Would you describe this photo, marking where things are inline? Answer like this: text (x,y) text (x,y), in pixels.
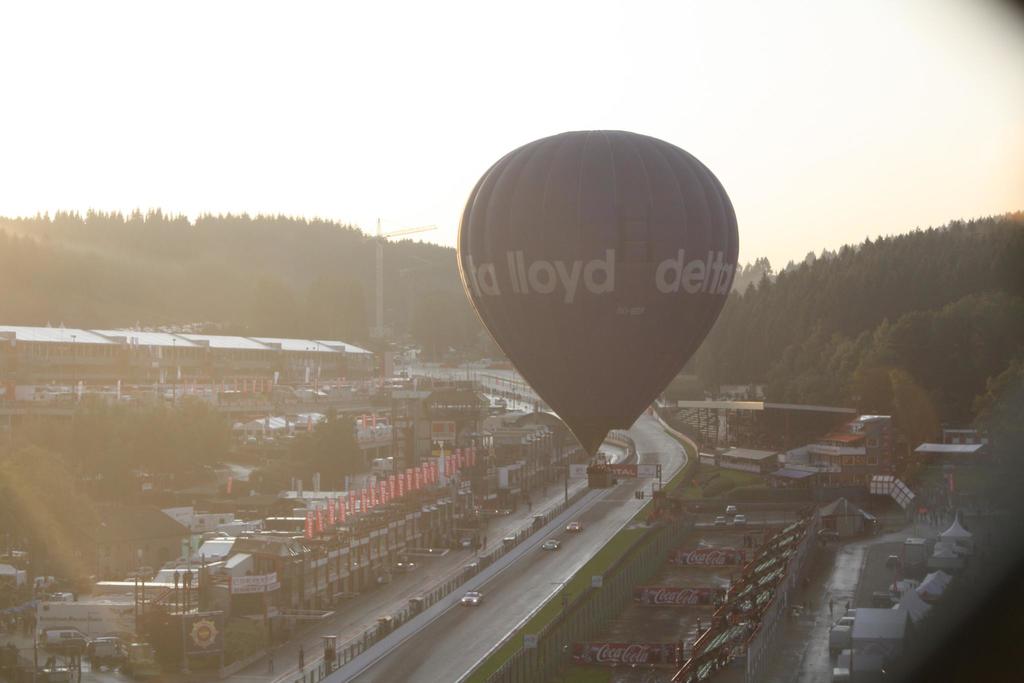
In this picture we can see the hot air balloon (655,367) in middle of the image (588,441). At the bottom side (552,555) there is a road (498,573) and some cars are moving. On the left side (65,367) there are some houses (244,379) and building (278,362). In the background (408,260) we can see some trees (812,342).
